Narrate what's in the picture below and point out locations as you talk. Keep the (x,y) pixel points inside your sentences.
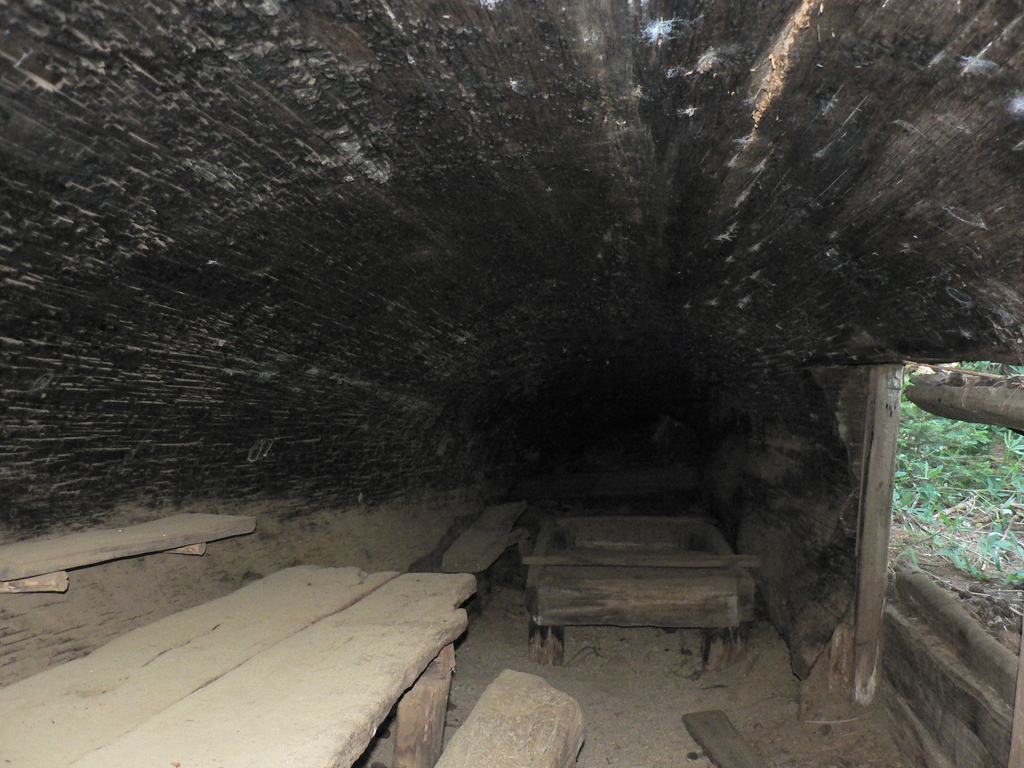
This picture shows couple of benches (495,734) made of wood (231,744) and we see plants (950,479) and few wooden planks (147,543).
